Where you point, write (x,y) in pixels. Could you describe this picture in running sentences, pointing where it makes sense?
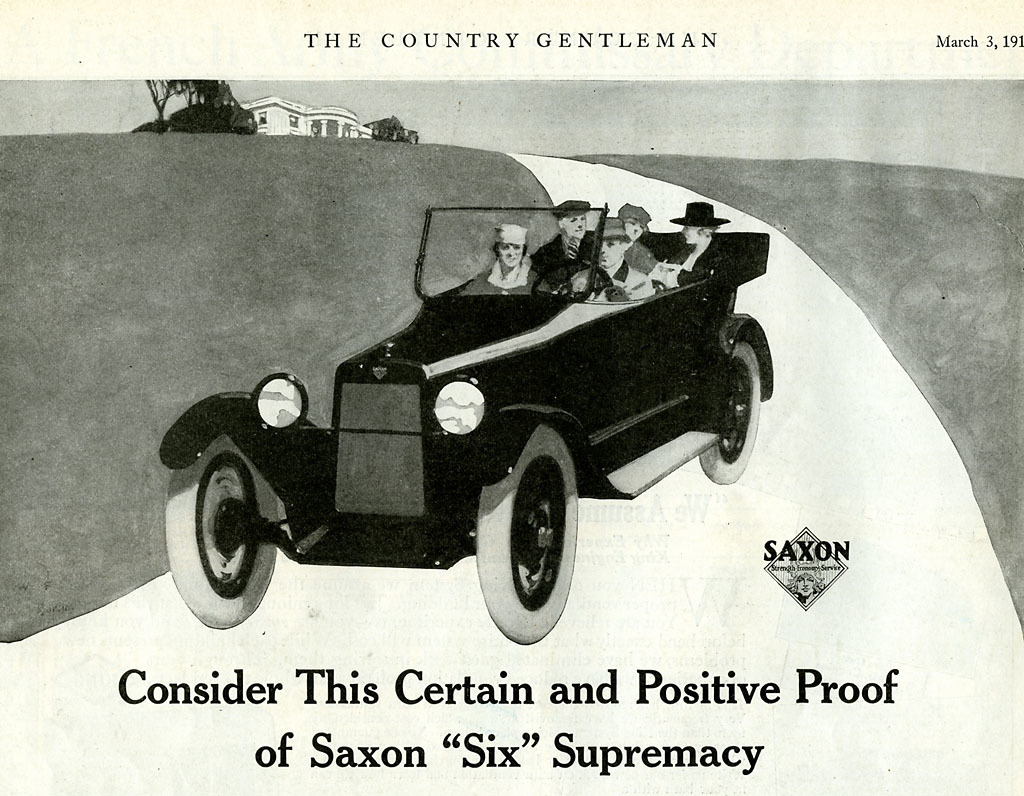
In this image we can see a poster (735,502). On this poster (525,263) we can see picture of a vehicle (463,383), people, trees (235,125), house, and text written on it.
